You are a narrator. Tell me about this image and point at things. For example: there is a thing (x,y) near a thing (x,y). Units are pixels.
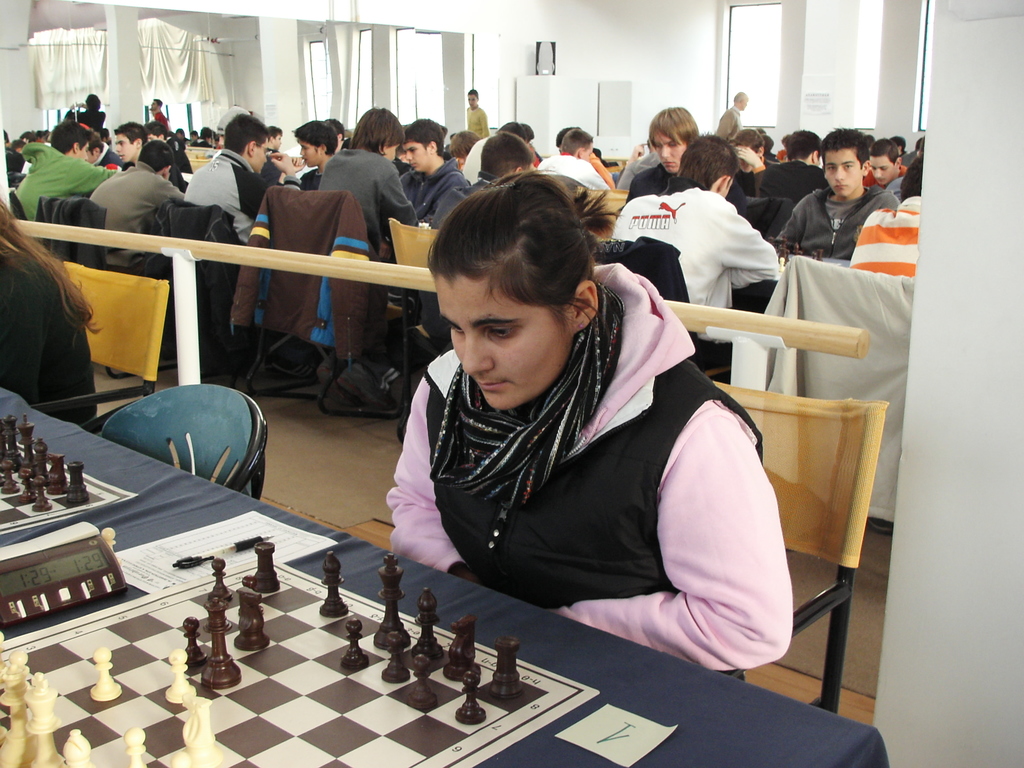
As we can see in the image there is a white color wall (664,54), curtain (184,33), few people (410,145) sitting on chairs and there is a table (472,600). On table (459,600) there are chess board (241,669) and coins (30,490) and papers (164,554).
